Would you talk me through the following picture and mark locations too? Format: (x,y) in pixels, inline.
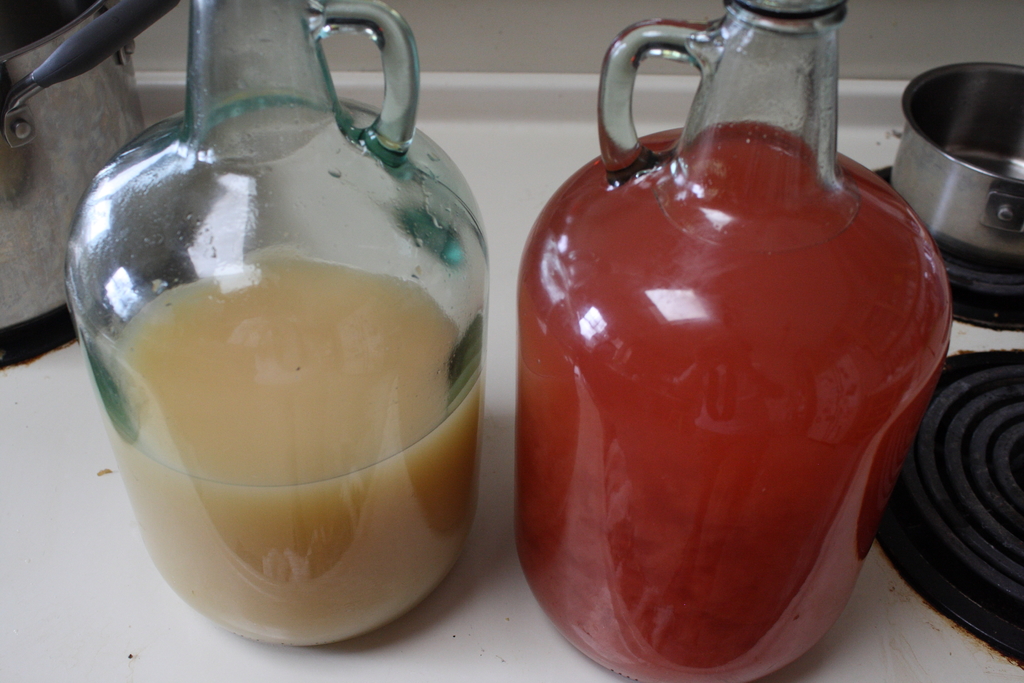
In the image we can see there are two jars (461,300) of juices (183,417) kept on the electric stove (966,587) and behind there are vessels (957,170) kept on the electric stove (988,406).
